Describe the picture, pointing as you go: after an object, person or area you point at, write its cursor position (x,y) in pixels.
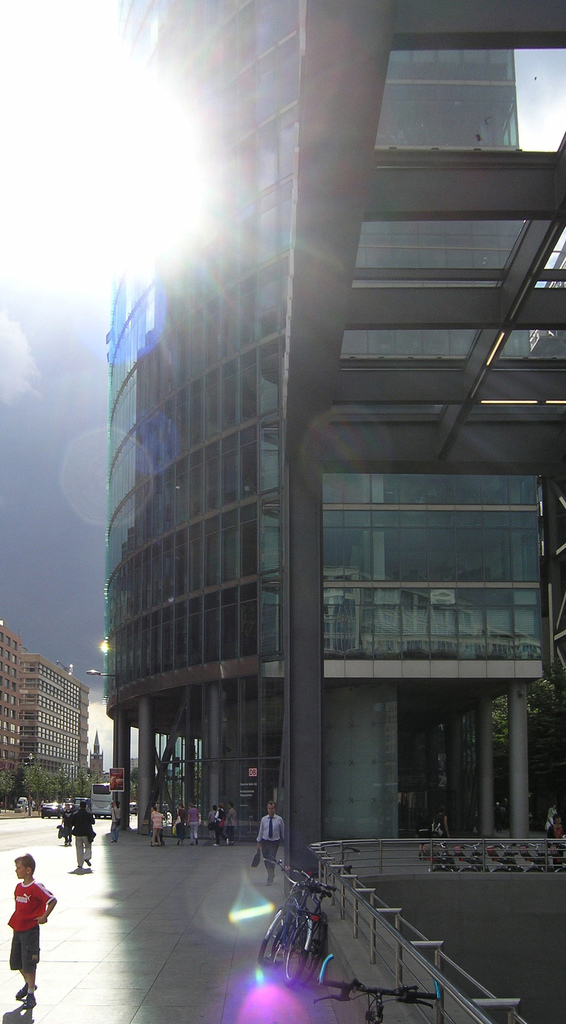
In this picture we can see some people (23,867) are walking and some people (114,827) are standing on the path (73,867). On the right side of the people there are bicycles (346,984) and iron grills (346,884). Behind the people (19,915) there are buildings (35,661) and the sky (38,524).
